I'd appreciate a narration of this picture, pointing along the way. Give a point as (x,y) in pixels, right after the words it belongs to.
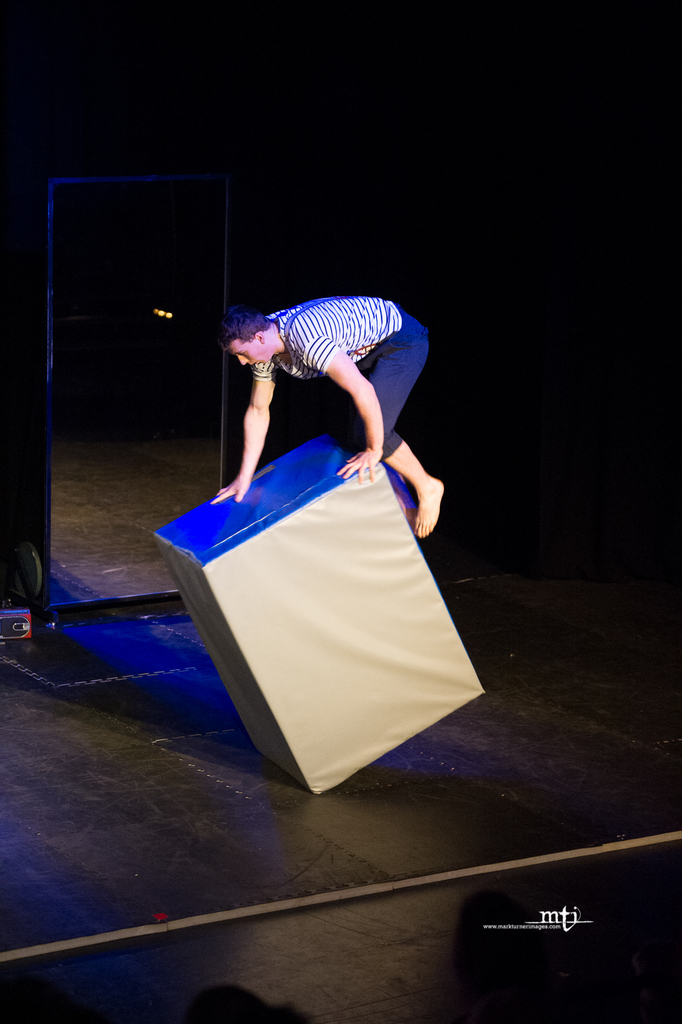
In this image we can see a person (376,397) climbing on an object (291,614). The background (97,247) is dark.
